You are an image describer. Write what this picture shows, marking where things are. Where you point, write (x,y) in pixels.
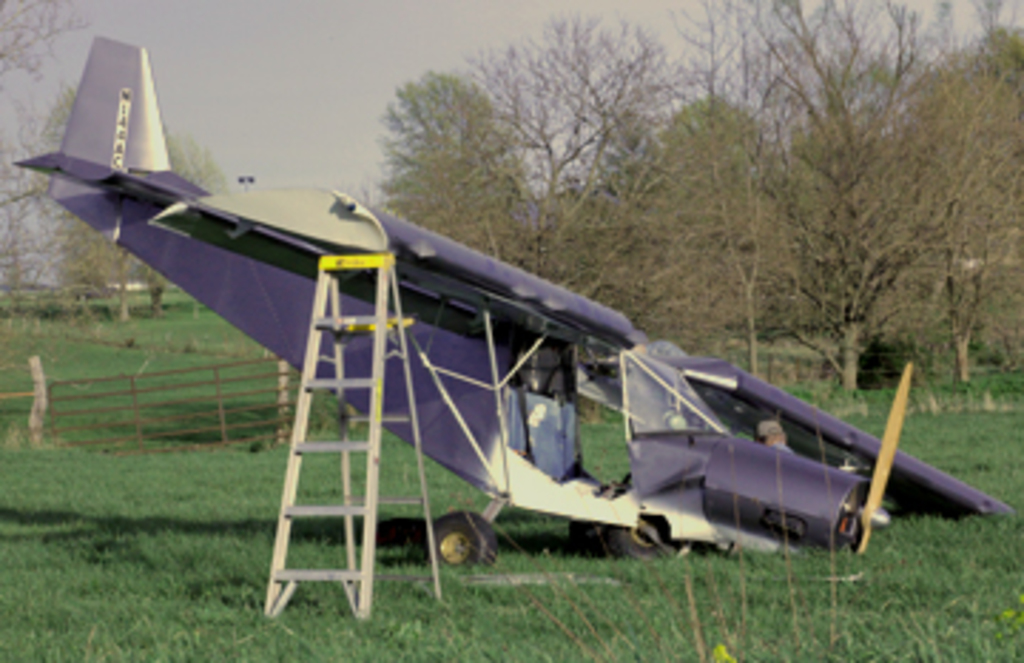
In this image we can see an aeroplane (423,413). In the background (172,413) we can see wooden fence (221,407), trees (743,304), grass (596,599), extendable ladder (327,509) and sky (240,160).
